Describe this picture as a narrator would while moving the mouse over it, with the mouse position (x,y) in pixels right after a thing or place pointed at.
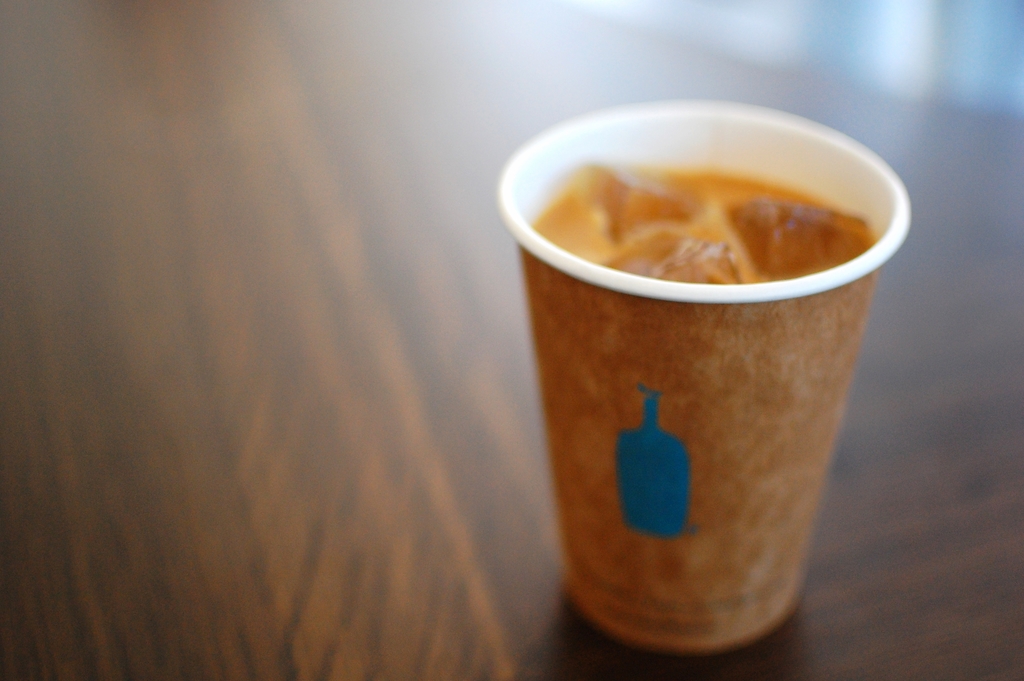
In this picture I can observe a cup (678,445) placed on the table (177,285). The cup (586,452) is placed on the brown color table (337,477). The background (240,136) is blurred.
